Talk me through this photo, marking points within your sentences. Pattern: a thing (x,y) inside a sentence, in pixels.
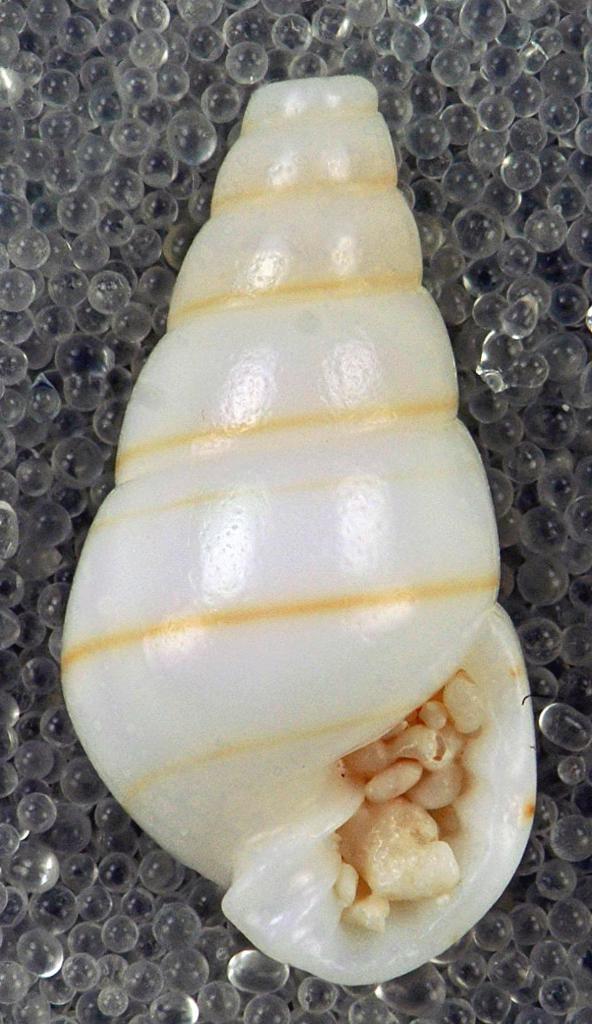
In this picture we can see sea shell (270,591) on water balls (519,386).
